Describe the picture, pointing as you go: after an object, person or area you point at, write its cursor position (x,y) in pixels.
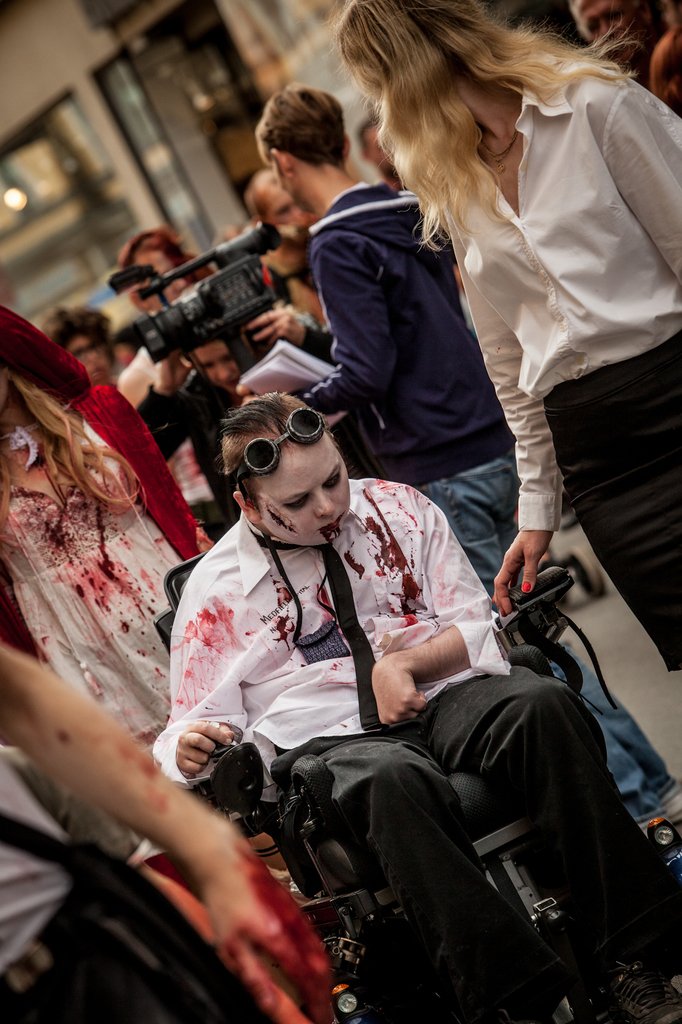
In this image there is a person (403,617) is sitting on the chair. He is wearing white shirt (281,737) having some stains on it. A person (389,270) is standing. Before him there is a camera (219,269) held in hands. Background there are few persons (655,75). A woman (513,260) wearing white shirt (513,272) is standing beside a person (376,695) sitting in the chair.
